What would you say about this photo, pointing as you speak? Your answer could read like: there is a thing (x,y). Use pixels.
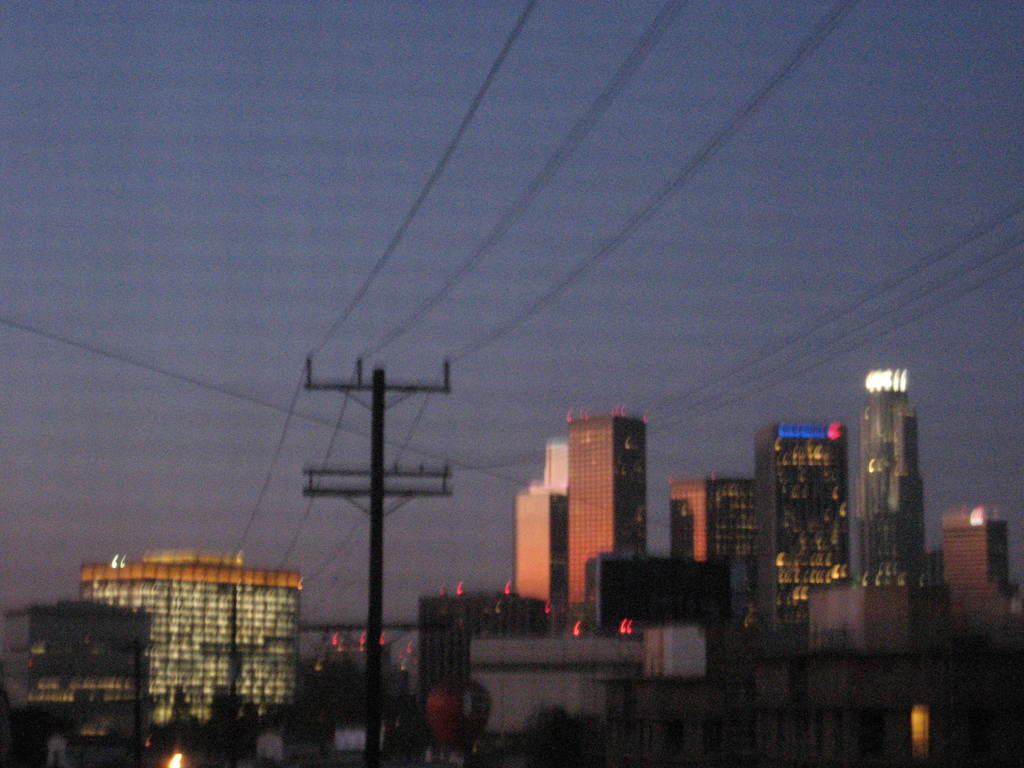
In this image we can see there are buildings (163,675) with lights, current poles (378,457) and the sky (458,410).
